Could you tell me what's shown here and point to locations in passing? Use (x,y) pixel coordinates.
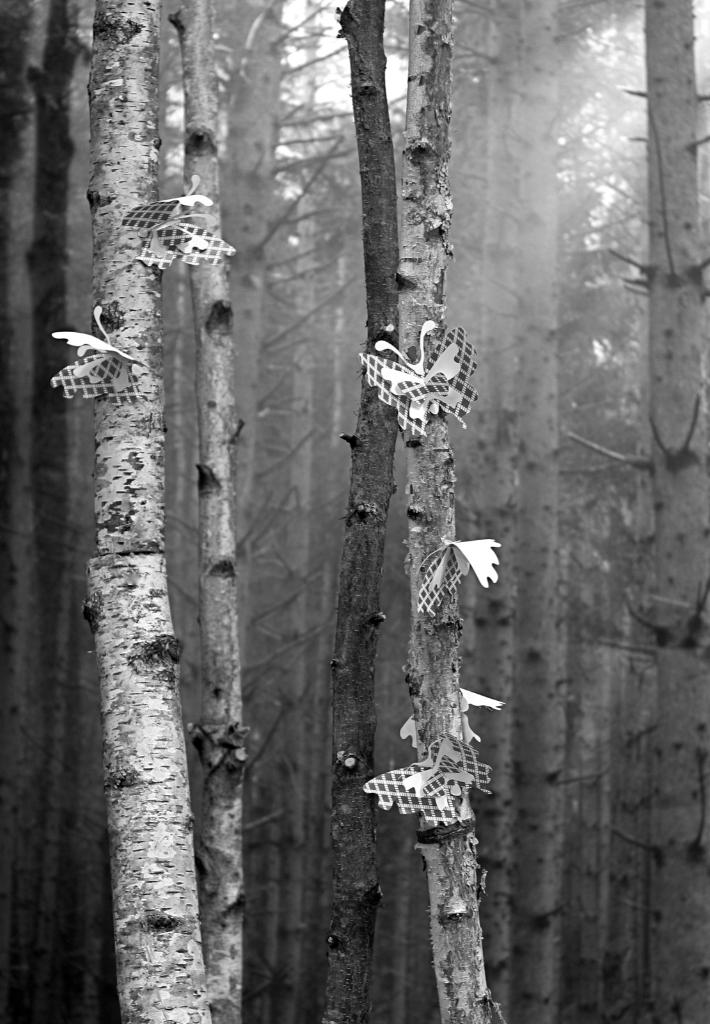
It is a black and white image. In this image we can see the butterflies (437,792) and also trees (424,667).
